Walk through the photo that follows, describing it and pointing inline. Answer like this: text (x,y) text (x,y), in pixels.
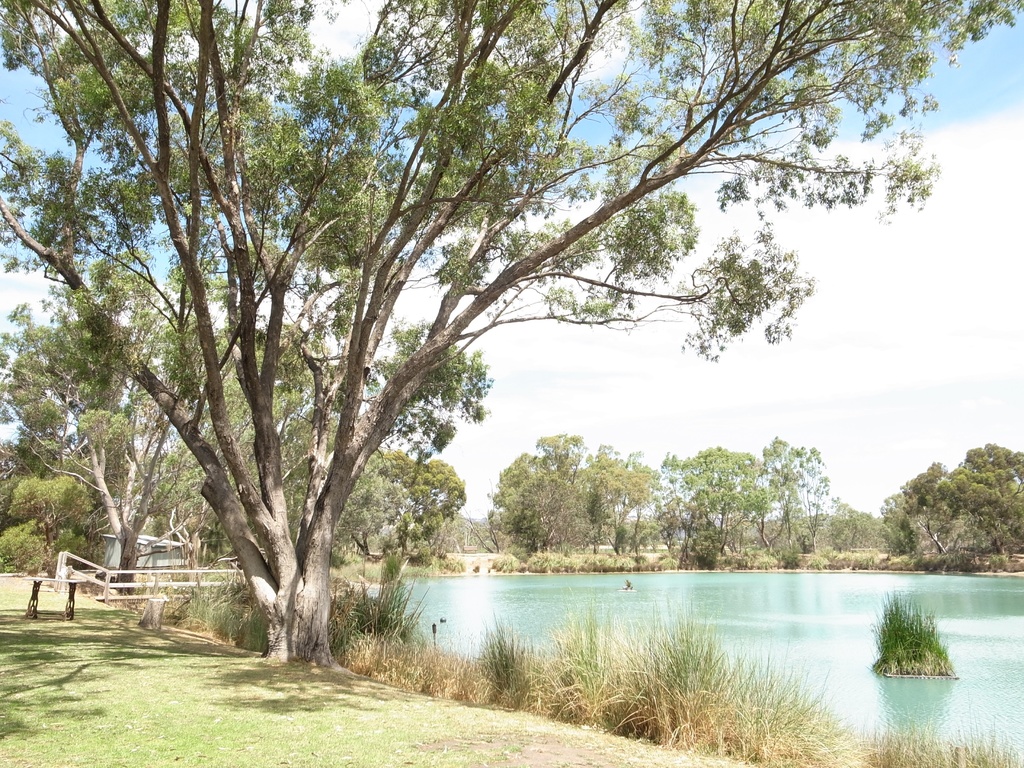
In this image there are trees (960,505), grass (722,668), river (857,654), bench (35,609) and wooden fence (177,572) in front of the house (167,560). In the background (731,349) there is the sky (765,379).
